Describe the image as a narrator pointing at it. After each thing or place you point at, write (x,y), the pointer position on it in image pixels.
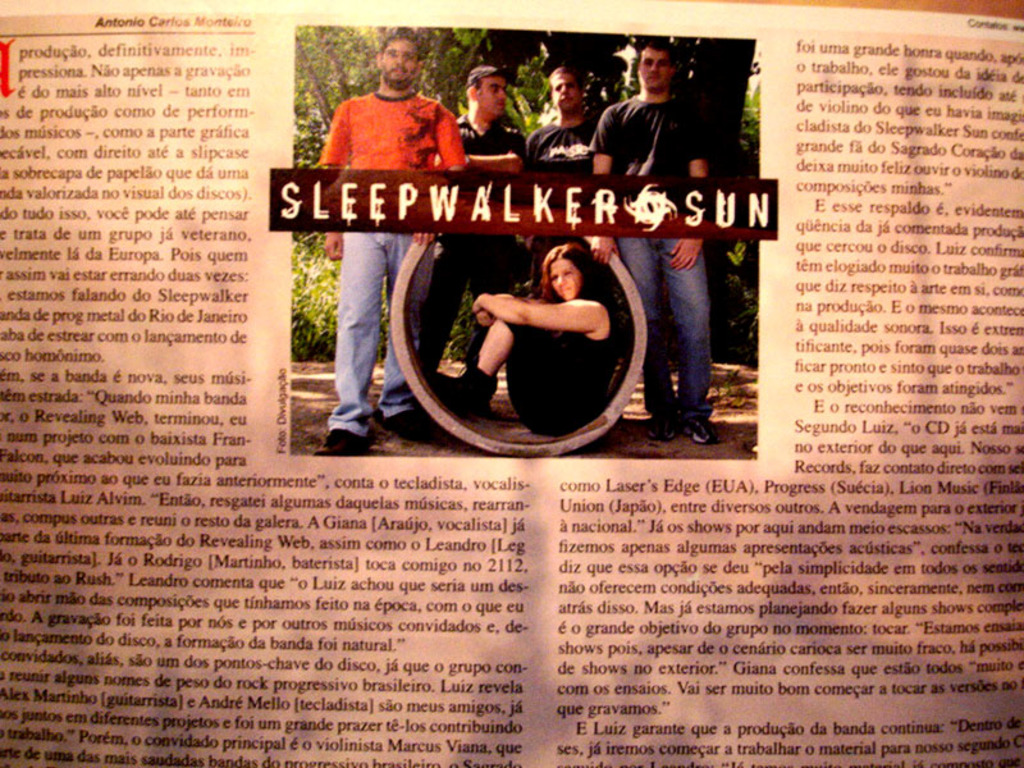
In this image there is one news paper (714,347), and on the paper (133,432) there is text (522,536) and in the center of the paper (447,193) there are some persons (496,262) standing and one woman (524,305) is sitting in a cement pipe (409,297). And in the background (614,71) there are some trees (695,71).
